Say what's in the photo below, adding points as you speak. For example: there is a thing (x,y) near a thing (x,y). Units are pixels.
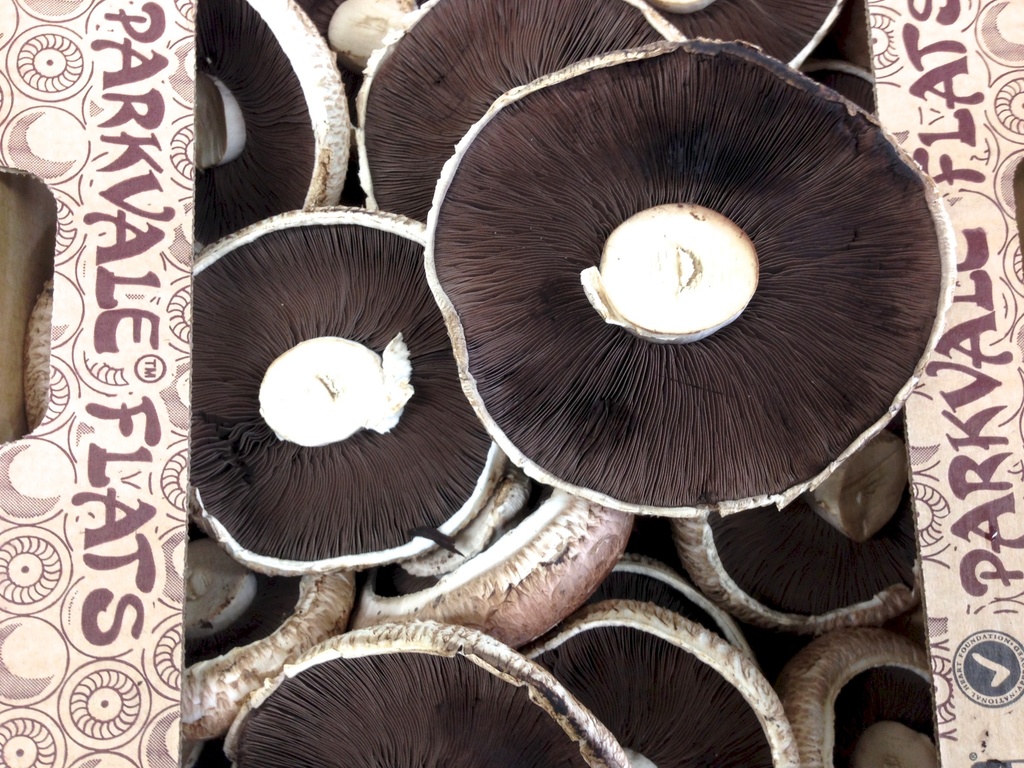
In this picture there are mushrooms (406,183) in the cardboard box (988,256) and there is text (152,69) on the cardboard box (66,266) and the mushrooms (36,387) are in brown and cream color.
